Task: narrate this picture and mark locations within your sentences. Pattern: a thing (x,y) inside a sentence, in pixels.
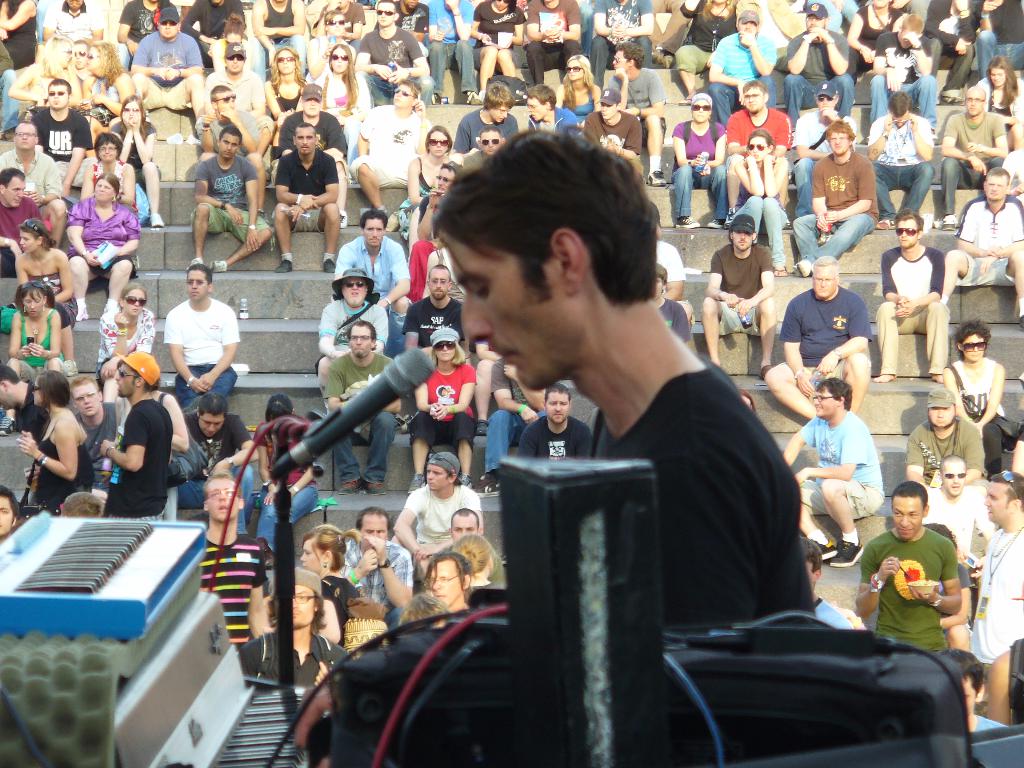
In this image I can see number of people (549,441) where few are standing and many are sitting on stairs (961,203). I can see most of them are wearing shades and caps (145,385). Here I can see a mic (410,385) and few musical instruments (148,683).
